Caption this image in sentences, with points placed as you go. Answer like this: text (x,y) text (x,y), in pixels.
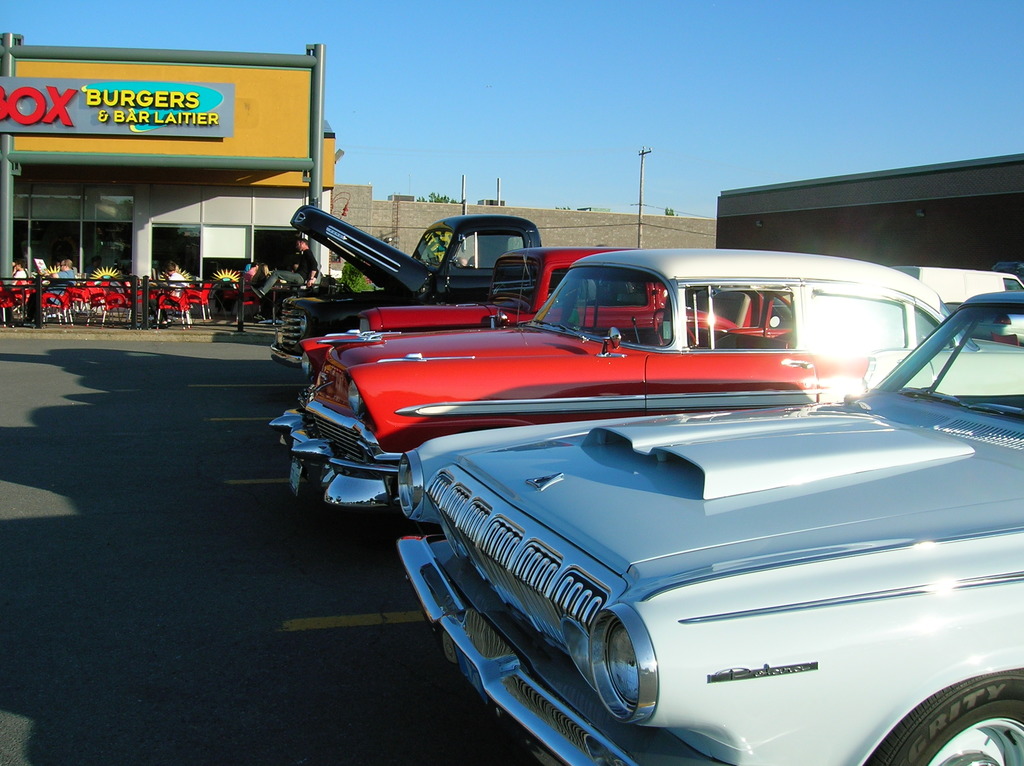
In this image in the front (563,495) there are vehicles (563,495) on the road (77,566). In the background (376,227) there is a building (260,215) and there are poles (7,269) and in front of the building (136,260) there are chairs (183,314) and there are persons (59,285) sitting on the chair (111,299) and there is a board (109,133) with some text (116,119) written on it. On the right side (902,228) there is a wall (910,231).
